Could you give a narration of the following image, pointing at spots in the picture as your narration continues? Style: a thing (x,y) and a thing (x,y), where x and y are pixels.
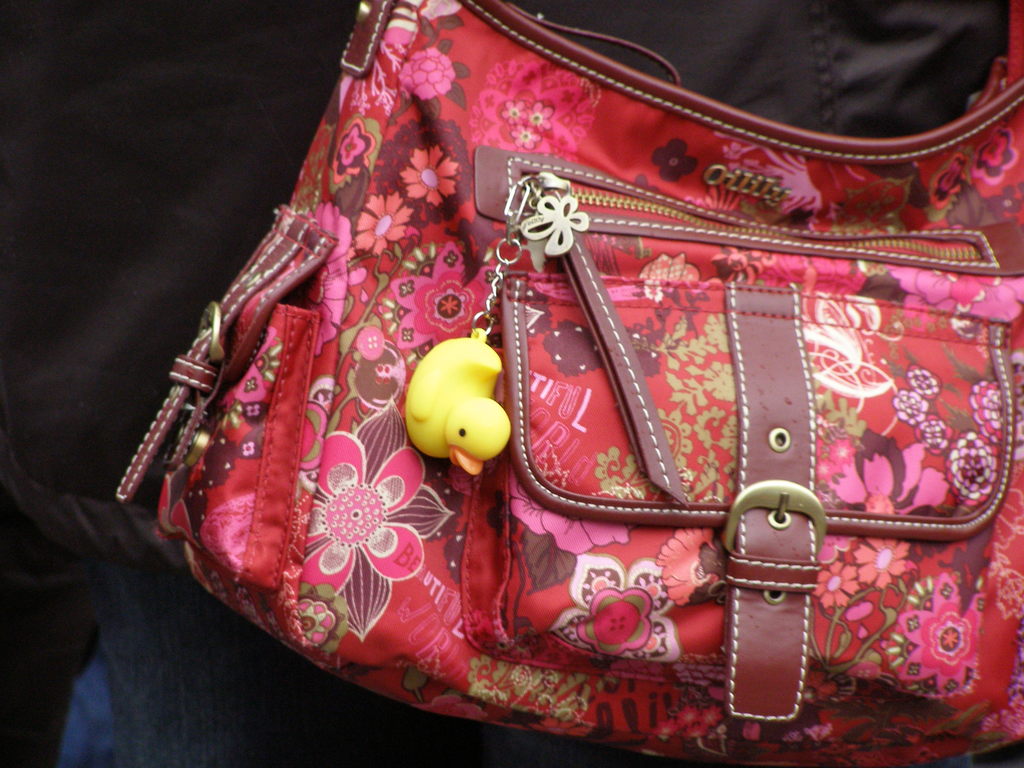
In this image I see a bag (968,126) and a duck keychain (497,277) on it.
